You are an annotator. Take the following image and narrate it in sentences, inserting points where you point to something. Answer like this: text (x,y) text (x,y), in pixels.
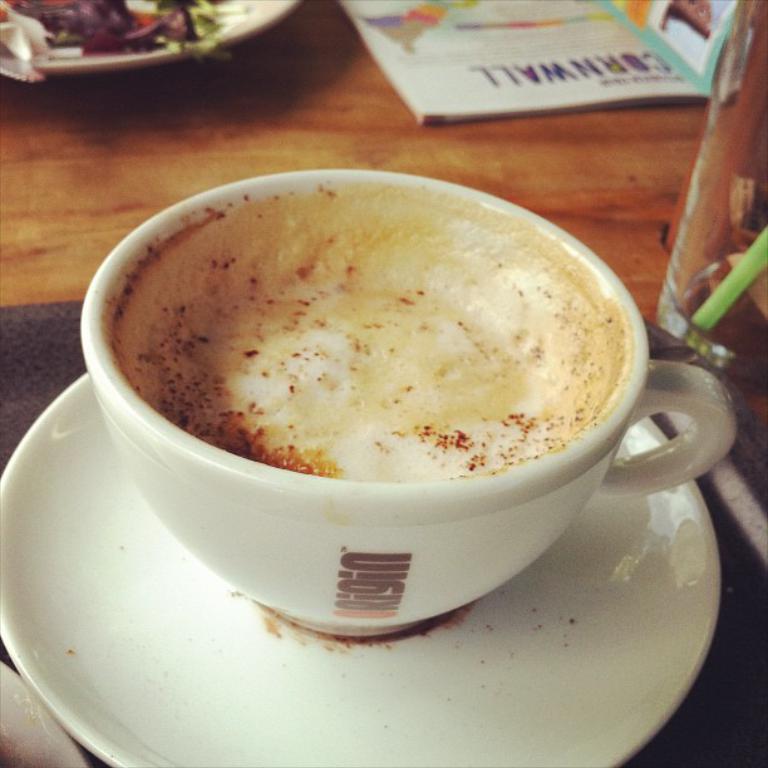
In this image there is a table (624,136), on that table (52,142) there is a plate (182,51), book (409,92), bottle (683,223), coffee cup (356,218) and saucer (153,578).
